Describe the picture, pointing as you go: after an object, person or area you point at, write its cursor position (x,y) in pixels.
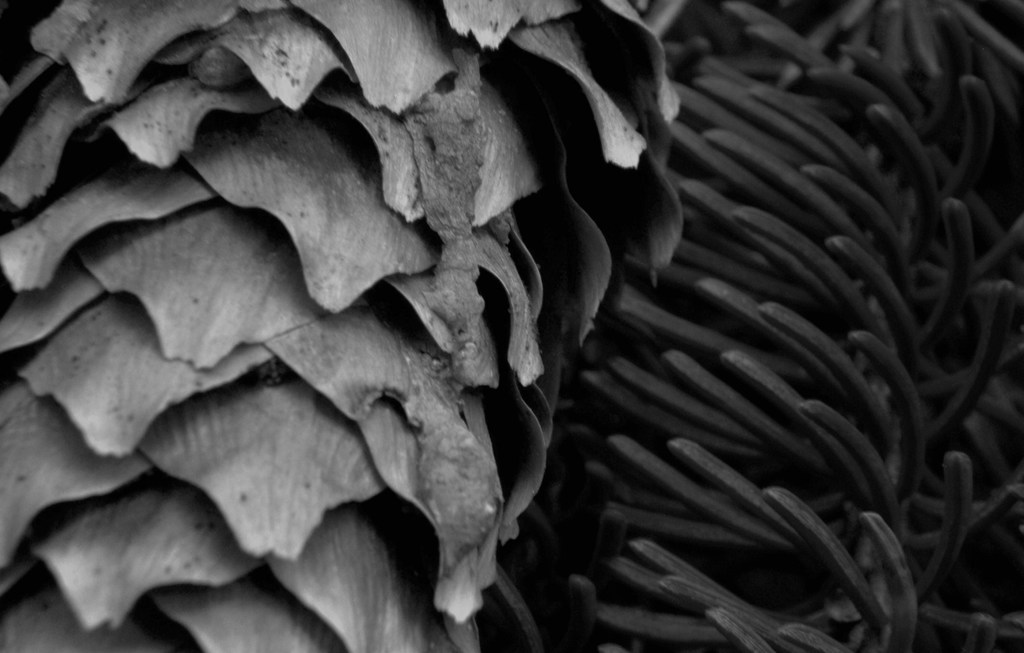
Here in this picture we can see plants (290,287) present over there and we can clearly see the leaves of the plants (757,520) over there.
